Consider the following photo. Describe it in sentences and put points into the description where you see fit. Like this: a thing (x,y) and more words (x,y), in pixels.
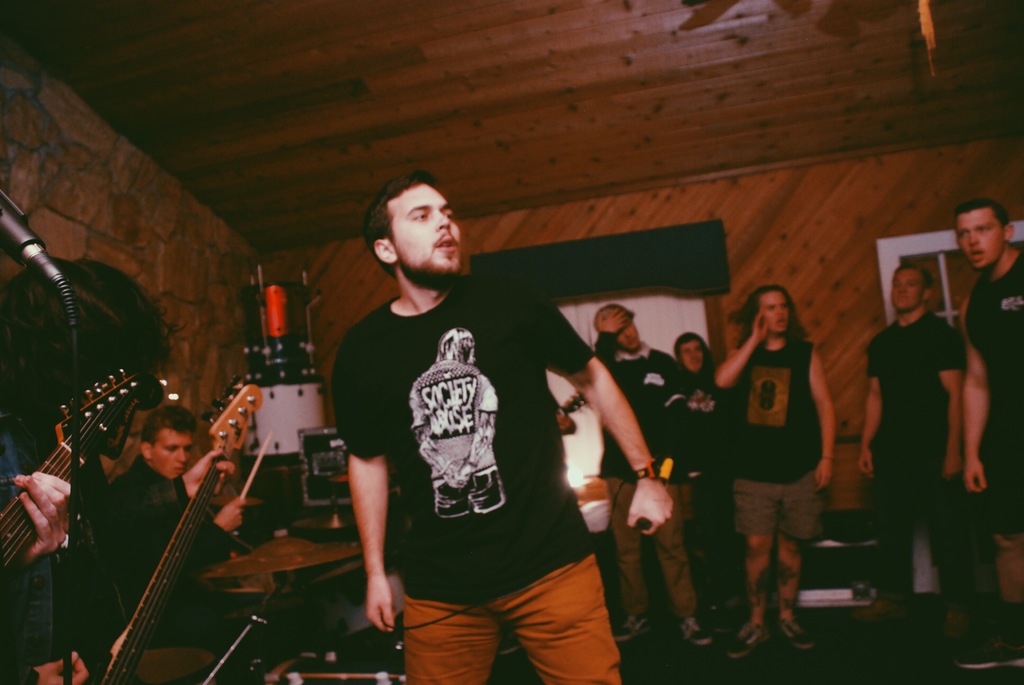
In this image we can see a man (503,448) holding a mike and standing in the center (511,430). In the background (691,462) we can see a few people (920,266) standing. On the left (141,548), we can see a person (160,513) sitting and holding a musical instrument (125,640). The image also consists of guitars (241,425), table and some other objects (301,538). We can also see the window (683,303), wooden wall (809,194) and also the wooden ceiling (495,95).
